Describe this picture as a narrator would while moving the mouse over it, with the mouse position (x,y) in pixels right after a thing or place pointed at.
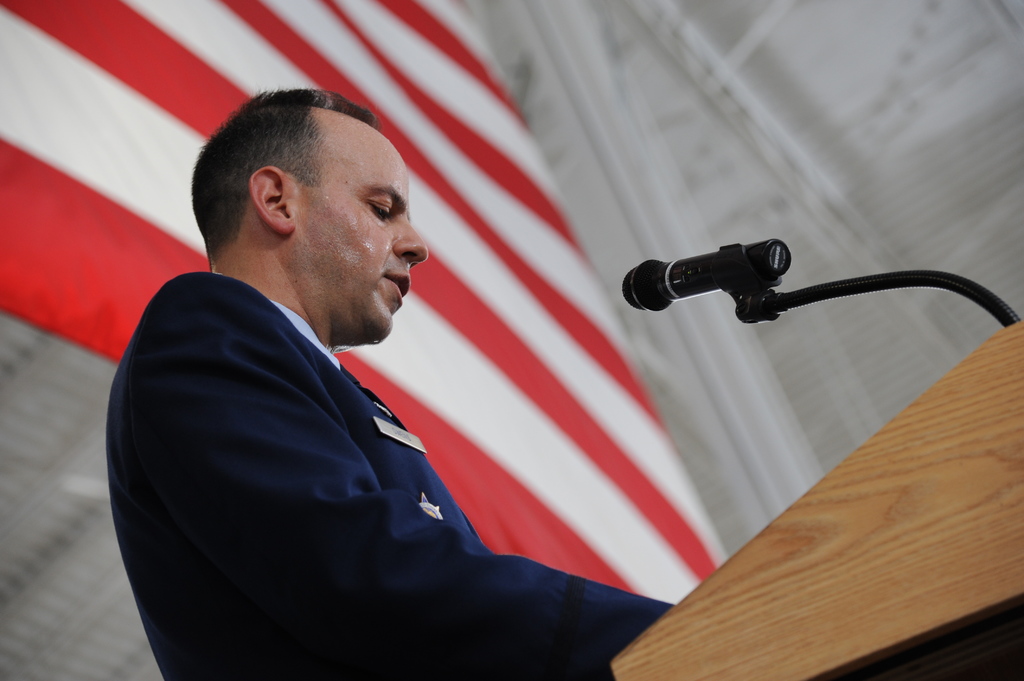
There is a man (319,313) standing, in front of this man (370,526) we can see microphone (946,283) on the podium (949,442), behind this man (392,475) we can see white and red color banner (216,75). In the background (882,56) it is white color.
